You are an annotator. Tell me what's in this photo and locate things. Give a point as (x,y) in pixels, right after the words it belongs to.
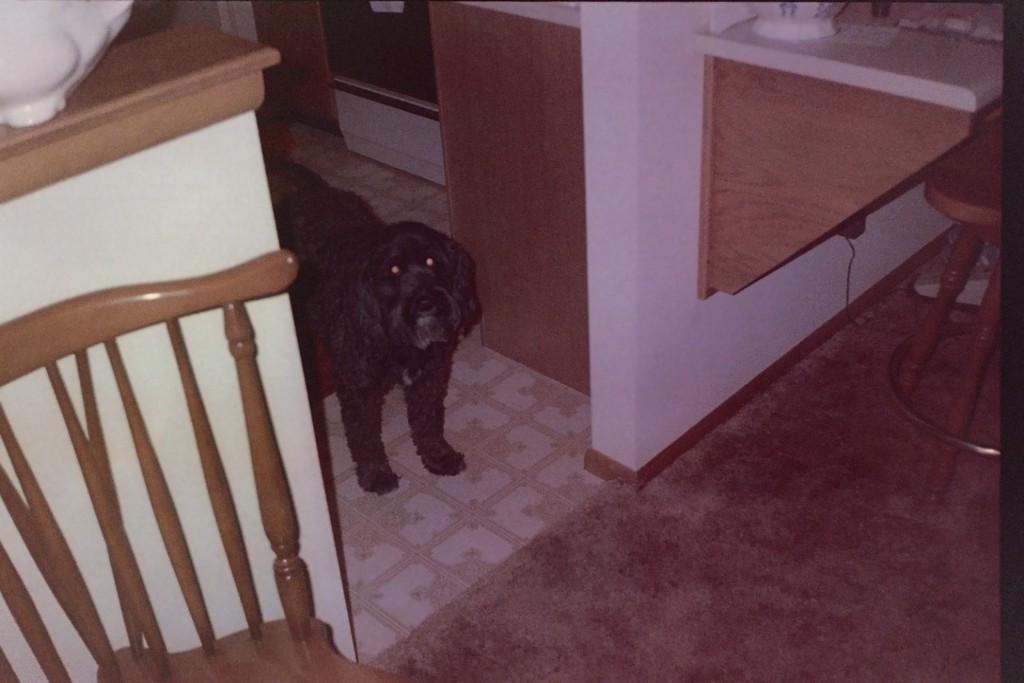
In this picture we can see a chair (288,524), dog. We can see objects (879,1) on the racks (509,45). We can see the floor (480,413), carpet (608,491) and few objects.
